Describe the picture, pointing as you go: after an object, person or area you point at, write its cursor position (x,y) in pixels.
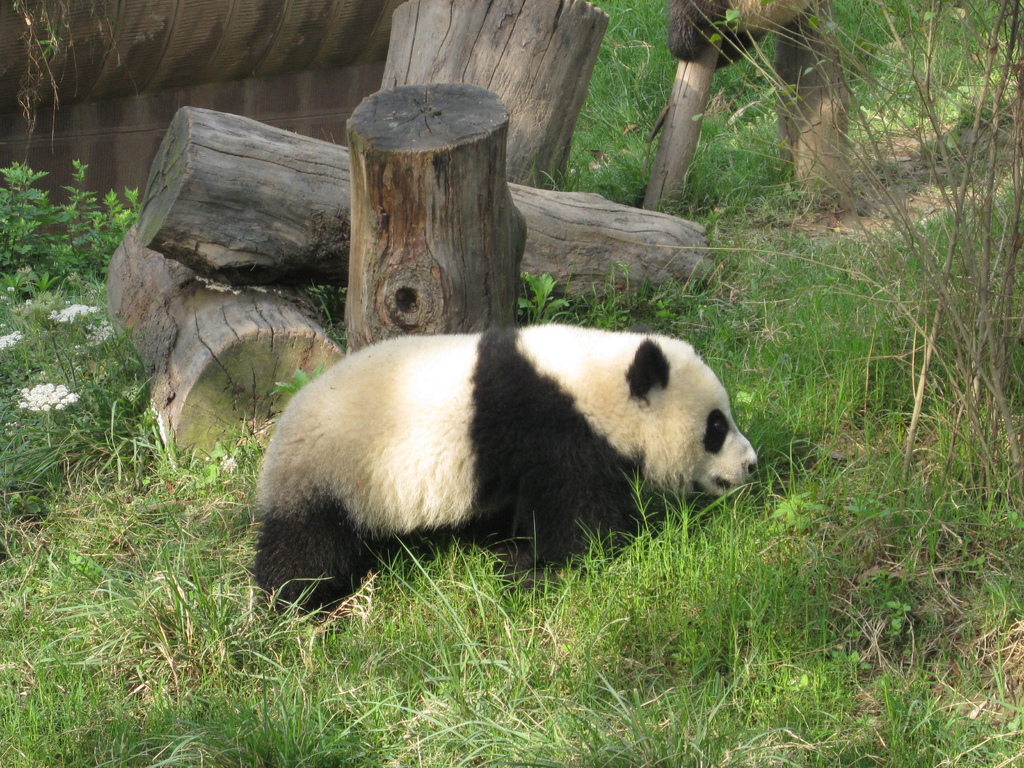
In the image there is a panda (355,513) walking on a grass (602,571) and behind the panda (455,407) there are few wooden logs (381,175).
